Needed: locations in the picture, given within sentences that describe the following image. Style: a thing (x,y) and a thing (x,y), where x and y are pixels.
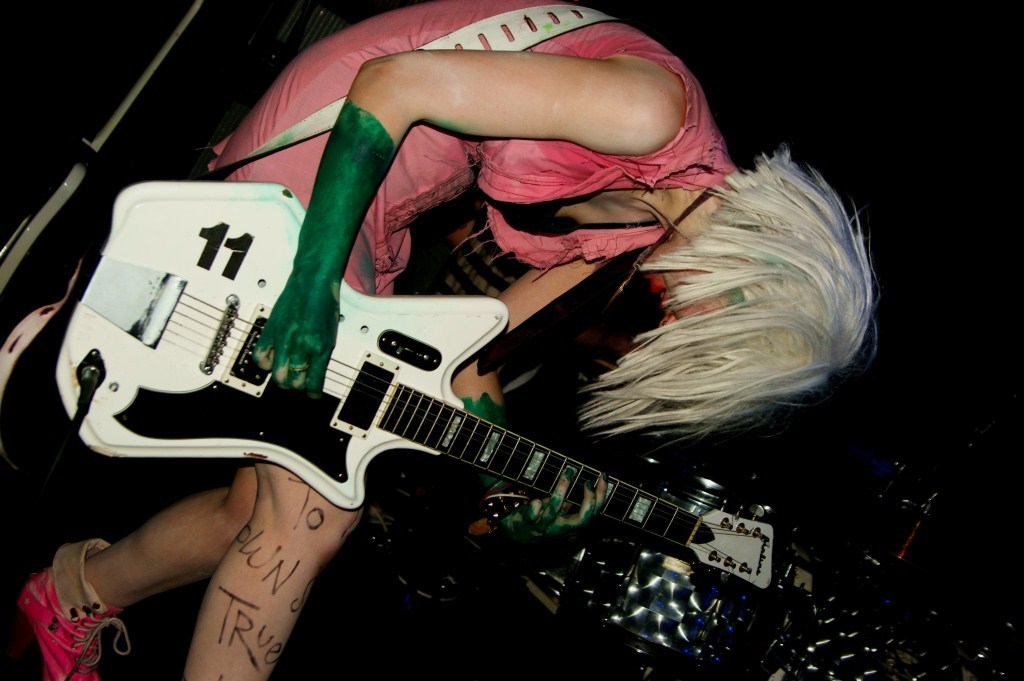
In this image I can see a woman (588,261) is holding a guitar (239,191).
